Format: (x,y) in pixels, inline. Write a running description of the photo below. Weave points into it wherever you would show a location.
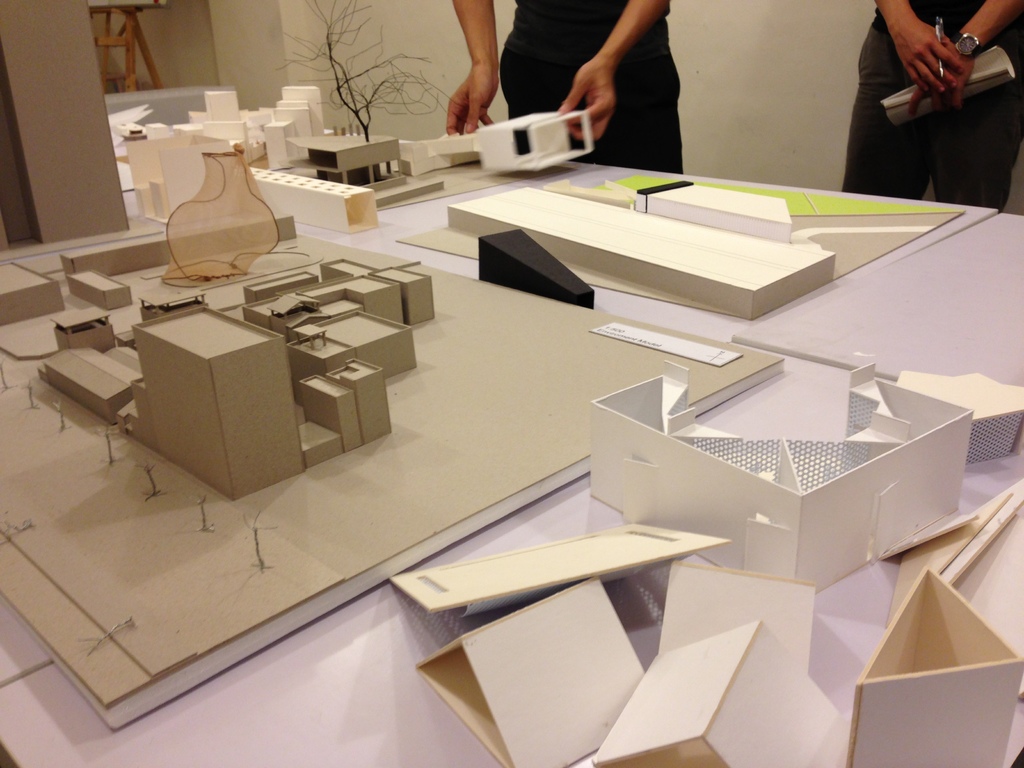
There is a table (917,309) with cardboard homes (299,393) placed on it and man (576,68) standing beside table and another man (899,79) standing beside the table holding a book (985,77), a watch (974,45) to his left hand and pen (941,38) in his right hand (940,48).
